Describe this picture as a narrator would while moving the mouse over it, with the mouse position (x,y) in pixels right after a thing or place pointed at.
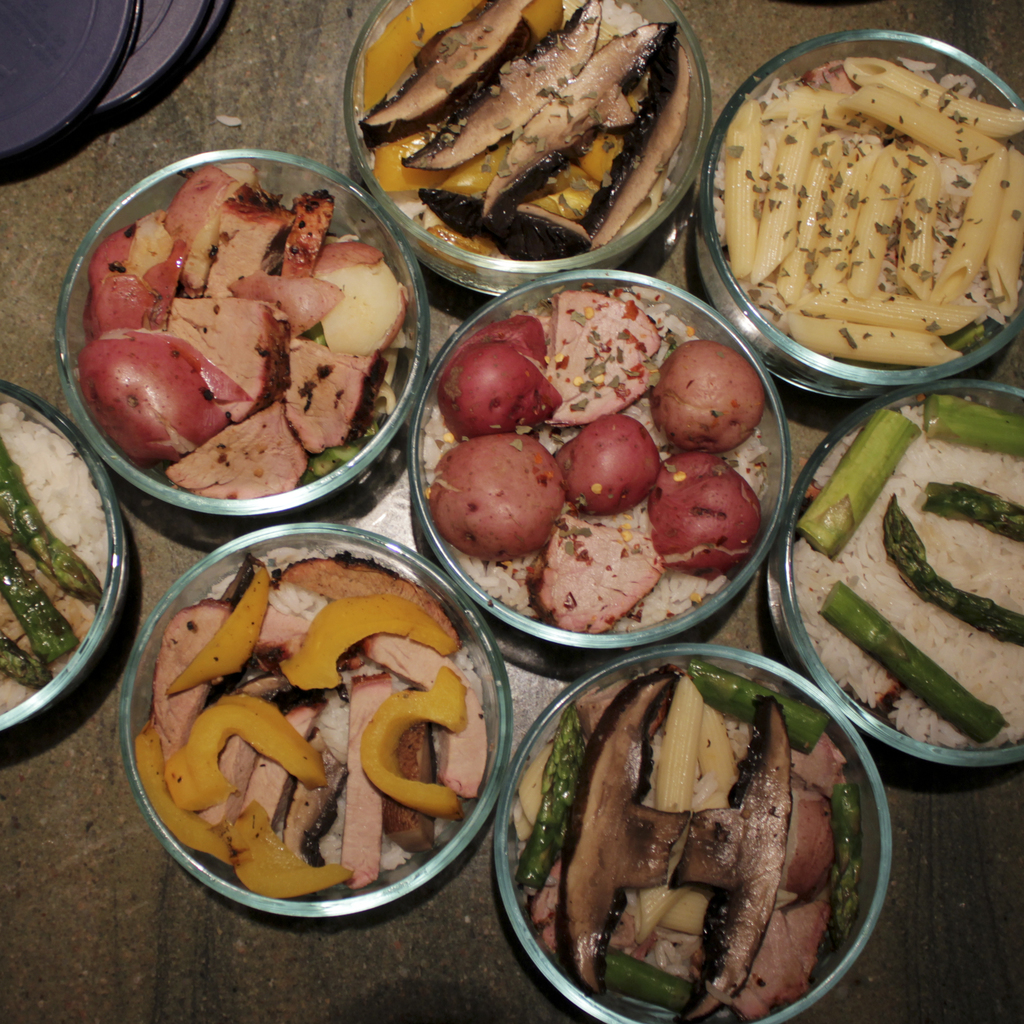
This image consists of so many bowls (363,220). There are eatables (355,289) in those bowls (744,656). There are meat (631,323), pasta (814,166), rice (945,566), potatoes (515,541).
